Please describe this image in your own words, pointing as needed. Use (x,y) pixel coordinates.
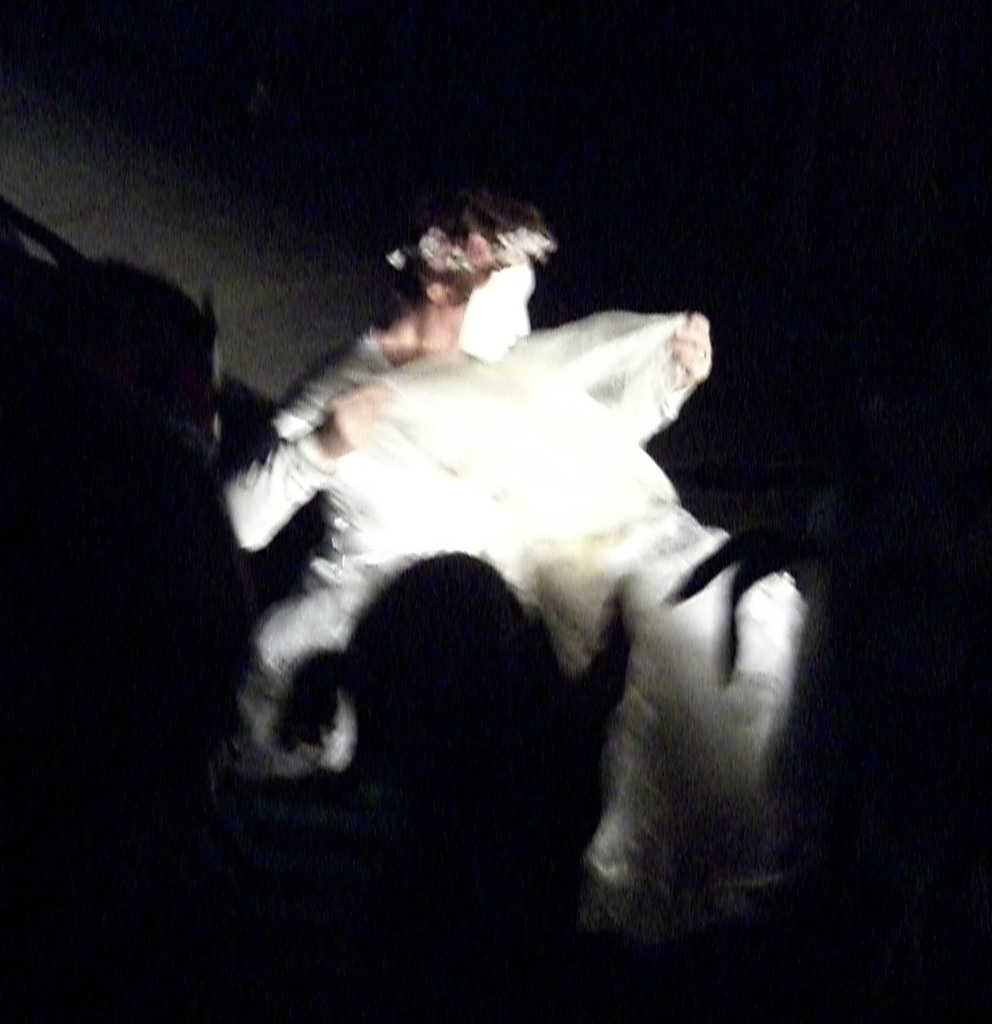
In the picture I can see a person (504,277) with a mask (516,280) on the face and looks like the person (341,405) is holding a white cloth (621,315). I can see the shadows (518,905) of persons (546,971) at the bottom of the picture (419,851).
